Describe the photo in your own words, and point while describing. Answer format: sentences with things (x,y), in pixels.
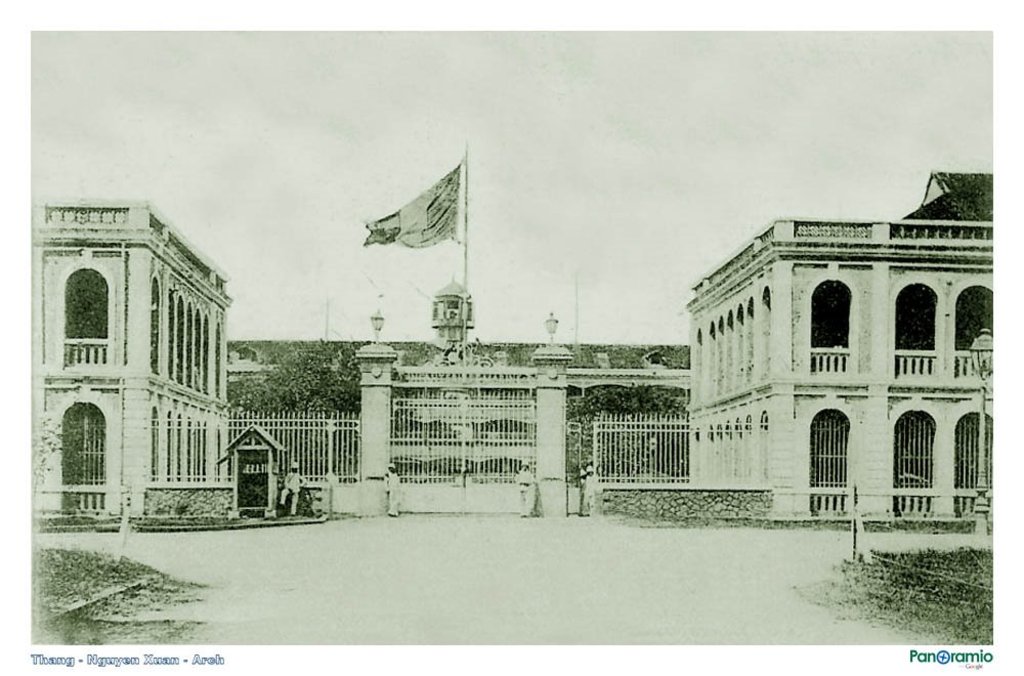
This is a black and white image. On the left (128,446) and right corners of the image there are buildings (128,446) with walls (776,400), windows (838,322), arches (835,490) and roofs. In between the buildings (217,444) there is a fencing (668,426) and also there are two pillars (386,463) with gates (406,481). On the pillars (382,426) there are lamps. Behind the gates (434,486) there is a pole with flag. In front of the gate (450,428) there are three men (534,480) standing. In the background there are trees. At the top of the image (150,52) there is sky (150,44). In the bottom left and right corners of the image there are names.
